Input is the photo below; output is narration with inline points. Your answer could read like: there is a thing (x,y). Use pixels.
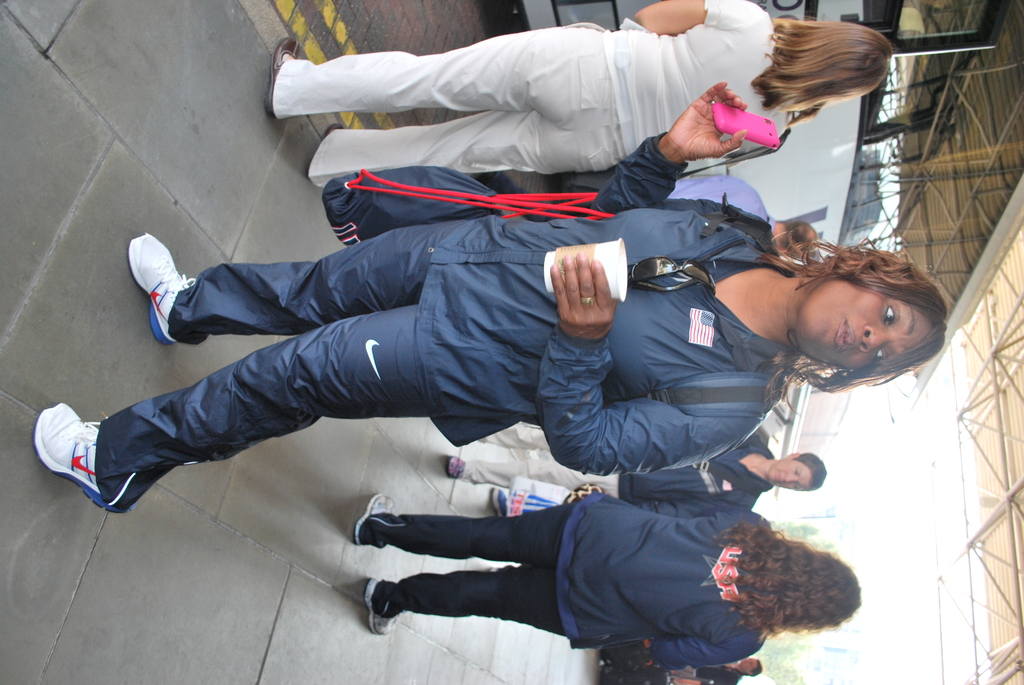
In this image we can see people (613,517) standing on the floor (192,481). In the background (924,380) there are trees (821,538), buildings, grills (958,227) and sky (946,566).
